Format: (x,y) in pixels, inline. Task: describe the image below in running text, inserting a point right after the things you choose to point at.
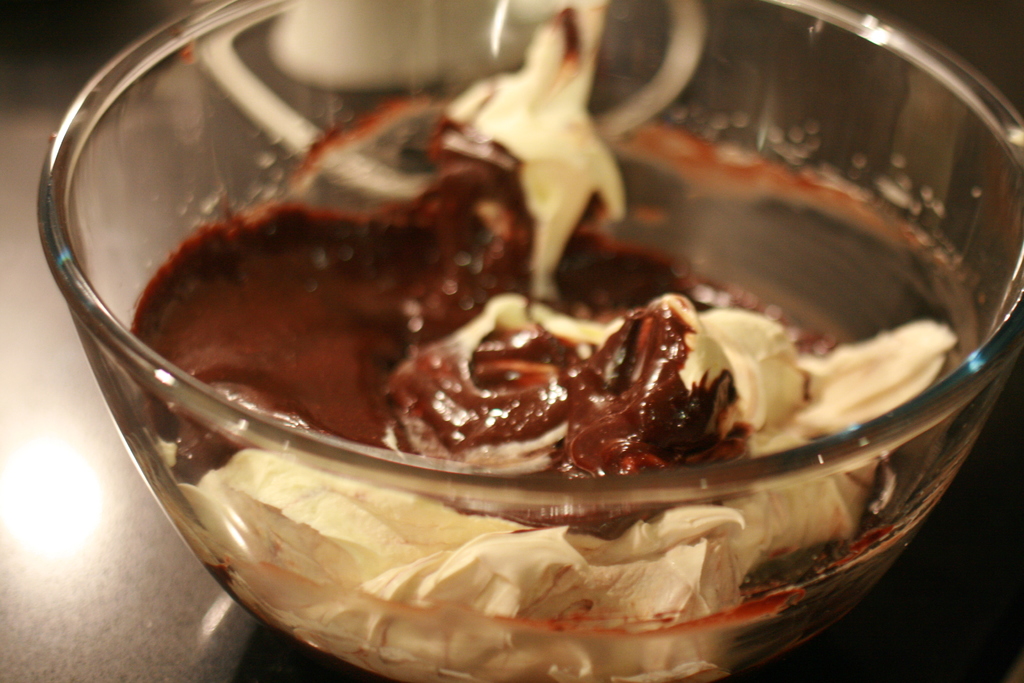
In this picture I can see a glass bowl (77,294) with chocolate (347,364) and white cream (547,440) and I can see bowl (337,199) on the table (175,556).
